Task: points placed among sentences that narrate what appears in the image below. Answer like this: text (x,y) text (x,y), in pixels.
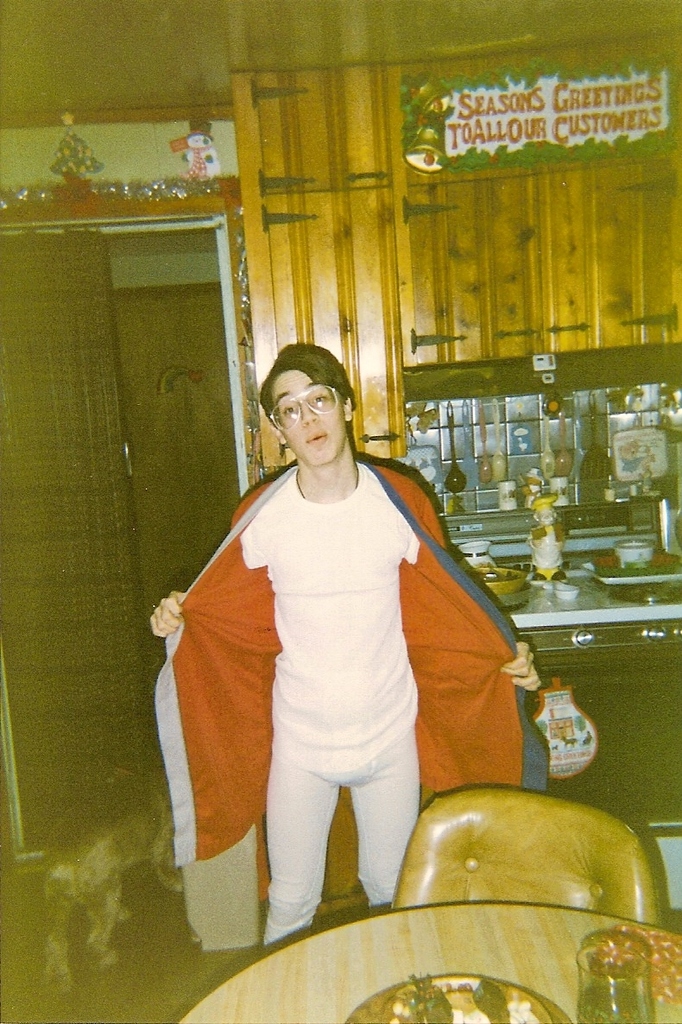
A boy (361,746) is standing, he wore a white color dress (411,681). In the right side (497,834) it is a table (551,913), chair (539,891).
